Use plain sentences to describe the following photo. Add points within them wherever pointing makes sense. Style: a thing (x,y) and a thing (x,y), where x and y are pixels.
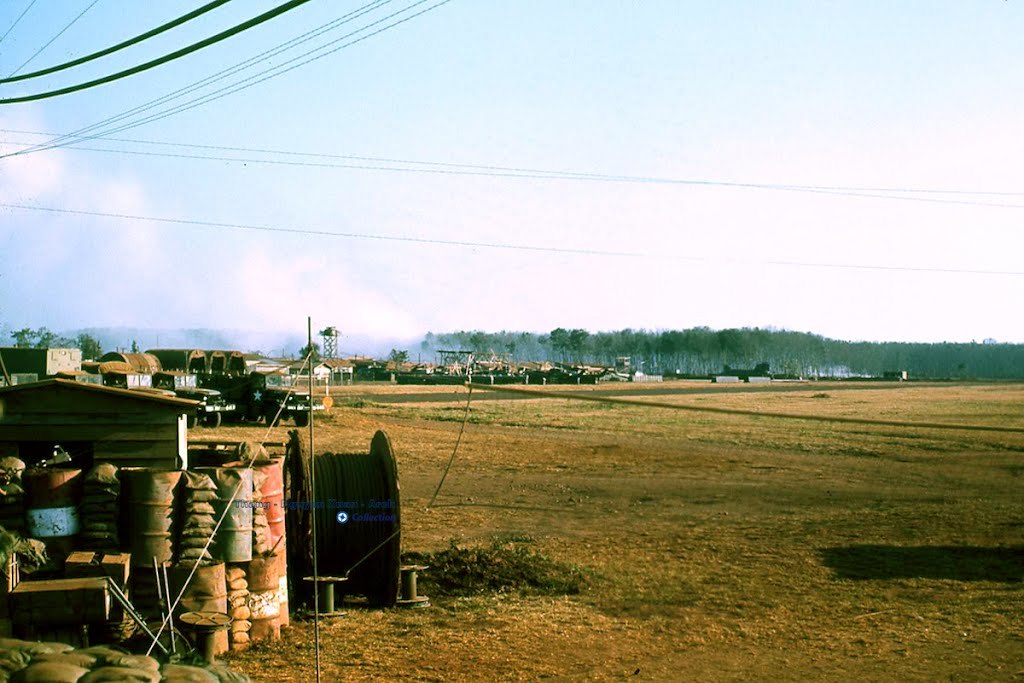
In this picture we can see a wheel (351,535), oil barrels (52,512) and some objects (115,531). Behind the wheel (328,508) there are vehicles (246,384), houses (276,367), trees (547,354), and the sky (507,328). In front of the wheel (363,540) there are cables (180,21).
